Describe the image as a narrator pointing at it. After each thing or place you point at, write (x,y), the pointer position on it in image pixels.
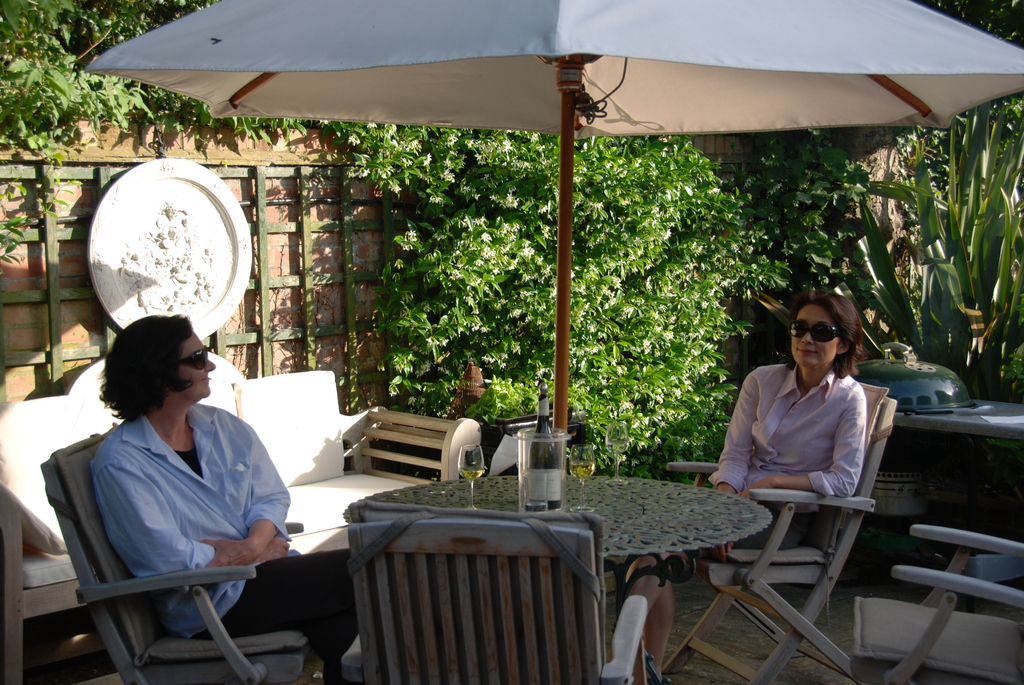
This is an outside view. Here I can see two women (797,466) are sitting on the chairs (138,604). In the middle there is a table (630,479) on which a bottle (541,459) and glasses (473,455) are placed. These two women (215,435) are sitting under the umbrella (563,46). On the left side (27,448) there is a couch (33,491), behind there is a metal frame (65,236) attached to the wall (32,313). In the background (703,228) there are many plants (690,268). At the bottom (568,628) there are two empty chairs (571,626). On the left side (174,217) there is a white color object (176,215) attached to the metal frame (268,319).
